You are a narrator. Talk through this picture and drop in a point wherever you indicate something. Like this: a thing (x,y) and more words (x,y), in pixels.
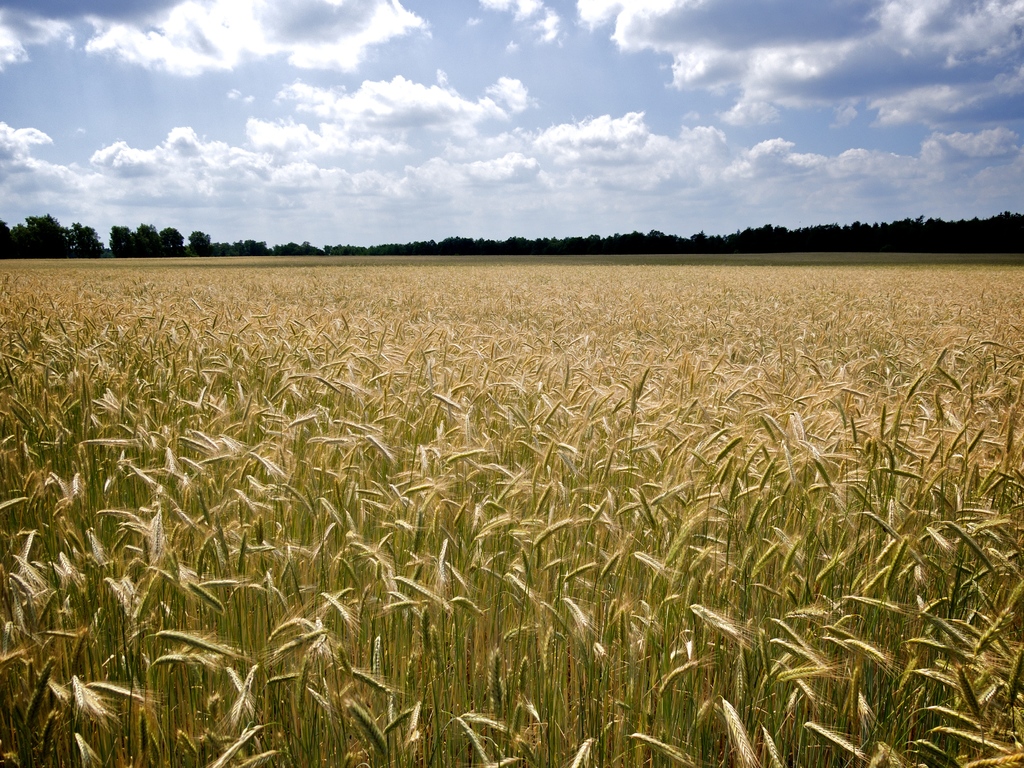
In the foreground (39,342) we can see the farm field (486,319). In the background (53,256), we can see the trees (849,249). This is a sky (646,134) with clouds (551,126).
